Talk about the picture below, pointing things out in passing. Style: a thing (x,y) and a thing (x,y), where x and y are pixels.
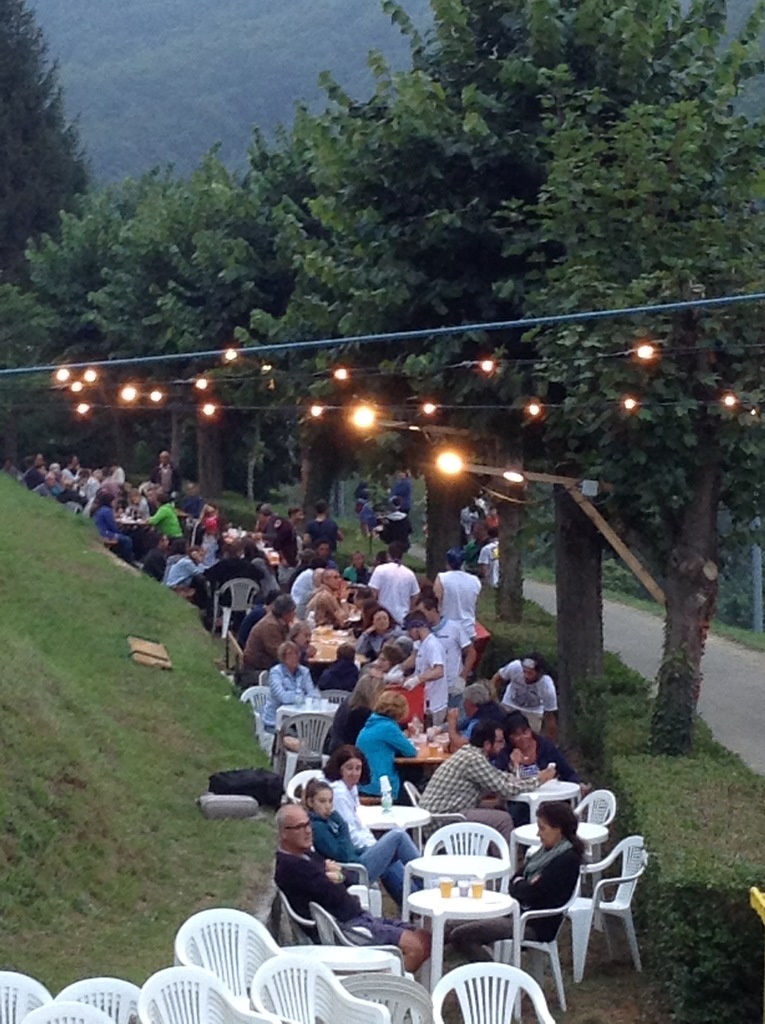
This picture is clicked outside the city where the persons (369,760) are sitting on a chair (363,867) and standing. In the front (230,992) there are empty chairs (497,1017). In the center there is a table (460,905) on the table (469,899) there are glasses (462,893). In the background (305,225) there are trees (296,301). At the left side (46,680) on the floor (52,708) there is a grass (67,614). On the trees (286,395) there are lights (369,417) and the persons (334,574) are sitting and walking.
